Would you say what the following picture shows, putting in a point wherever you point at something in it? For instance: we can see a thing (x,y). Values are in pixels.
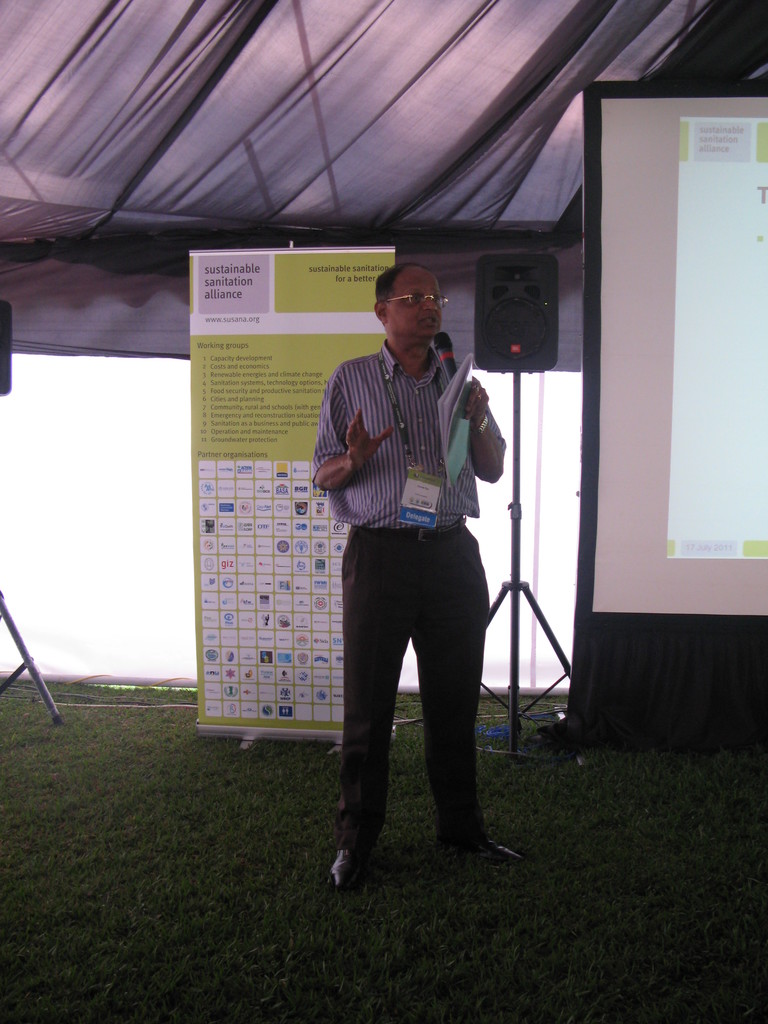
In this image I can see a person (439,516) is standing and holding a microphone (438,356) and a book (464,398) in his hand (469,410). In the background (718,160) I can see a projection screen (679,331), a banner (331,614), a speaker (523,277), some grass (171,754) and the tent (280,143).
